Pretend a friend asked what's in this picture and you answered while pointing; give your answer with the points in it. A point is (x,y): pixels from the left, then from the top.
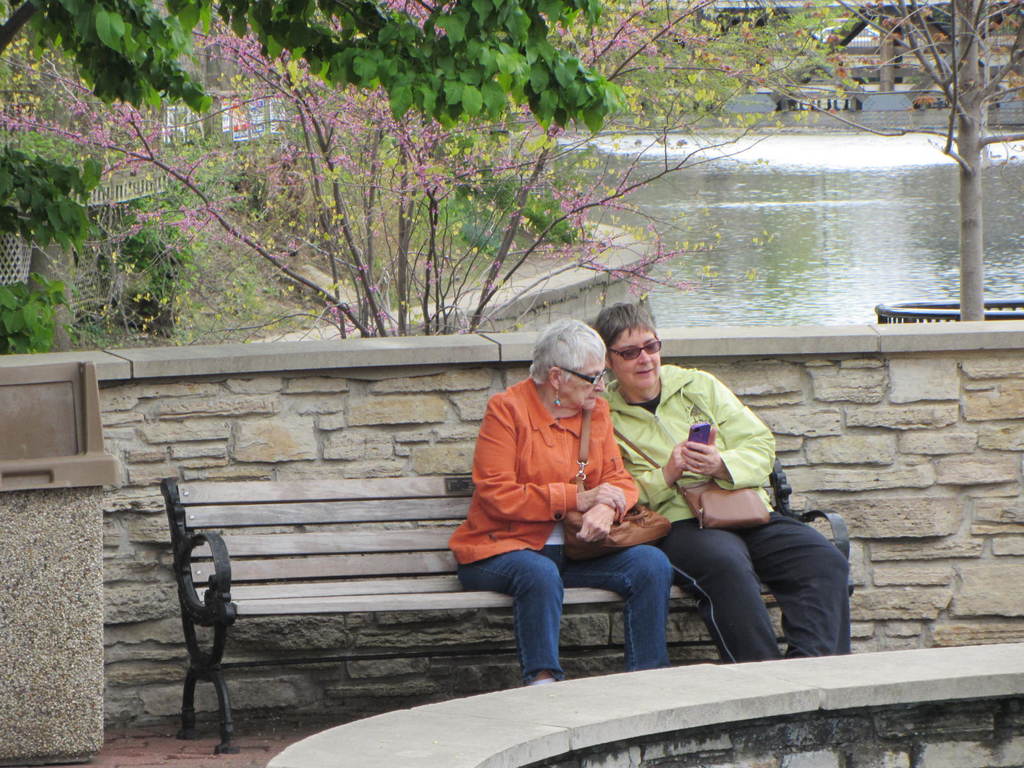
In this image I can see two people (725,472) are sitting on the bench (386,565) and holding the bag (669,526). One person (682,509) is holding a cellphone (699,426). The person (516,488) is wearing the orange shirt (541,467) and another person (676,454) is with green. To the left (71,539) there is a dustbin (54,562). In the back (819,396) there's a wall (819,396), trees (348,154) and the water (802,225).
